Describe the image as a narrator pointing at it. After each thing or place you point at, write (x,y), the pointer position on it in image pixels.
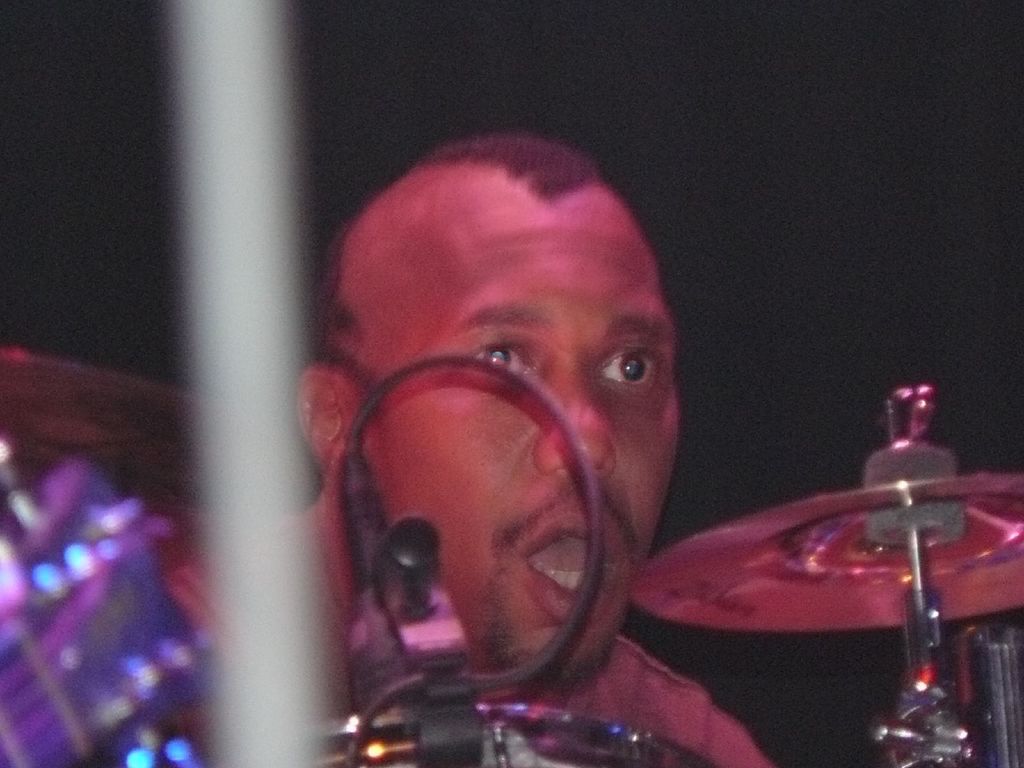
Here we can see cable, musical instruments (533,726) and person (574,333). Background (426,140) it is dark.
